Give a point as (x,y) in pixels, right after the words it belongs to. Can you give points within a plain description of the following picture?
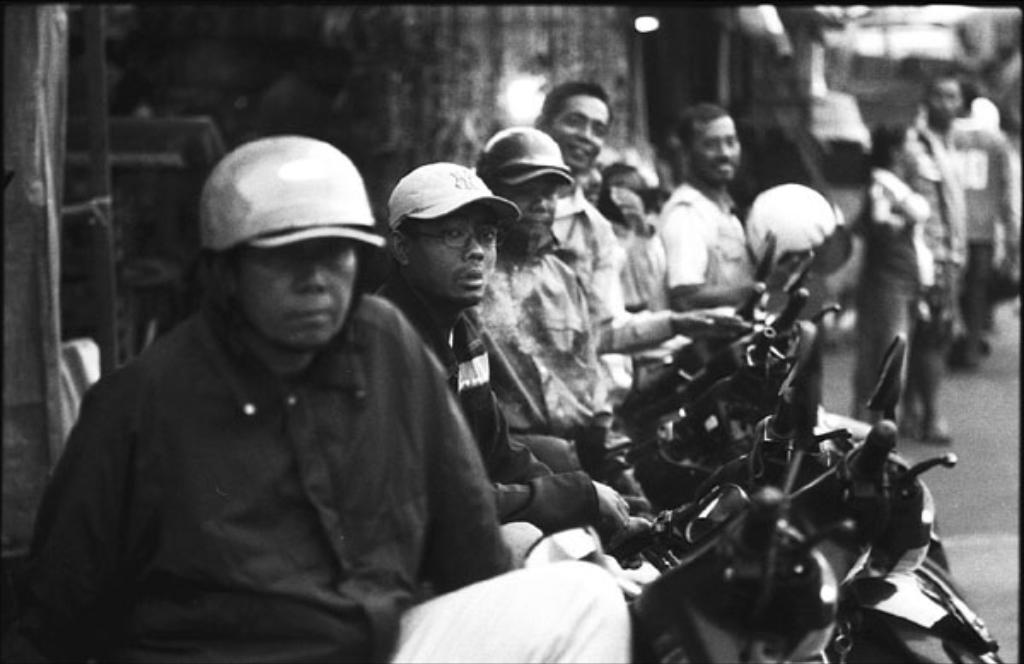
This is a black and white picture, in this image we can see a few people (507,346), among them some are sitting on motor bikes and some are standing, the background (33,180) is blurred.
